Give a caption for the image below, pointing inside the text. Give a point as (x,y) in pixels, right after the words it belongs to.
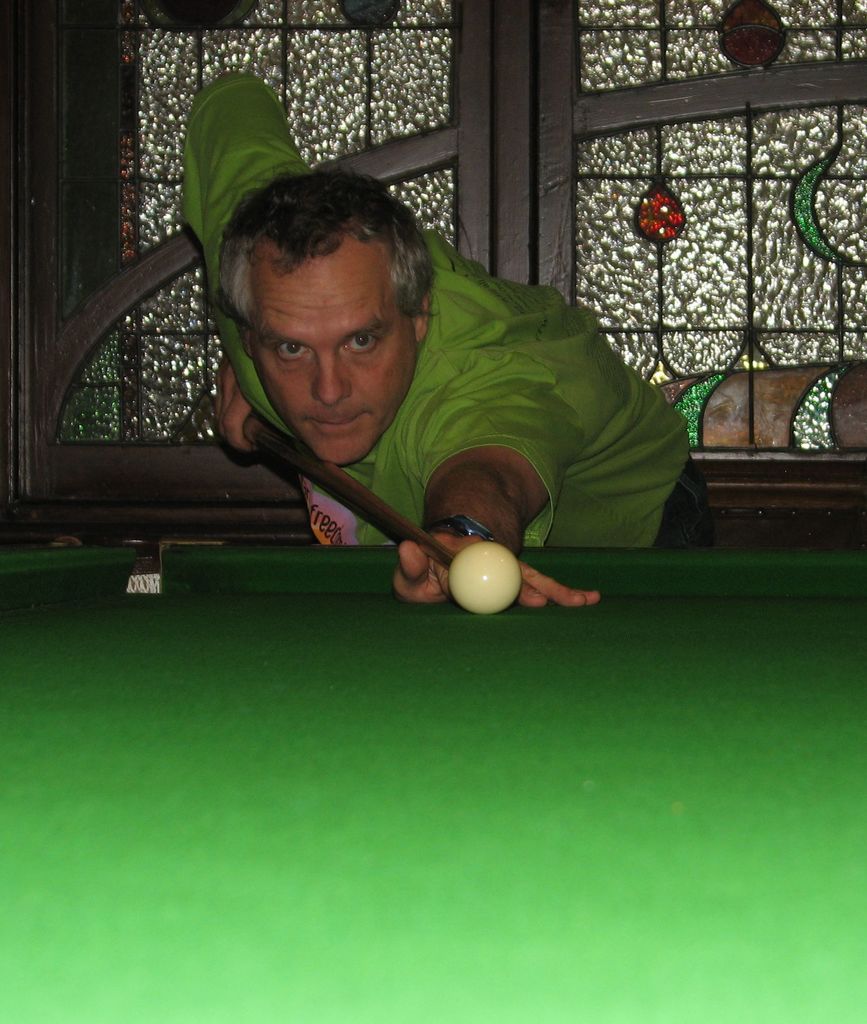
In the foreground of this picture (483,423), there is a man (571,372) playing snooker and in the background (542,119), there is a window (375,25).
